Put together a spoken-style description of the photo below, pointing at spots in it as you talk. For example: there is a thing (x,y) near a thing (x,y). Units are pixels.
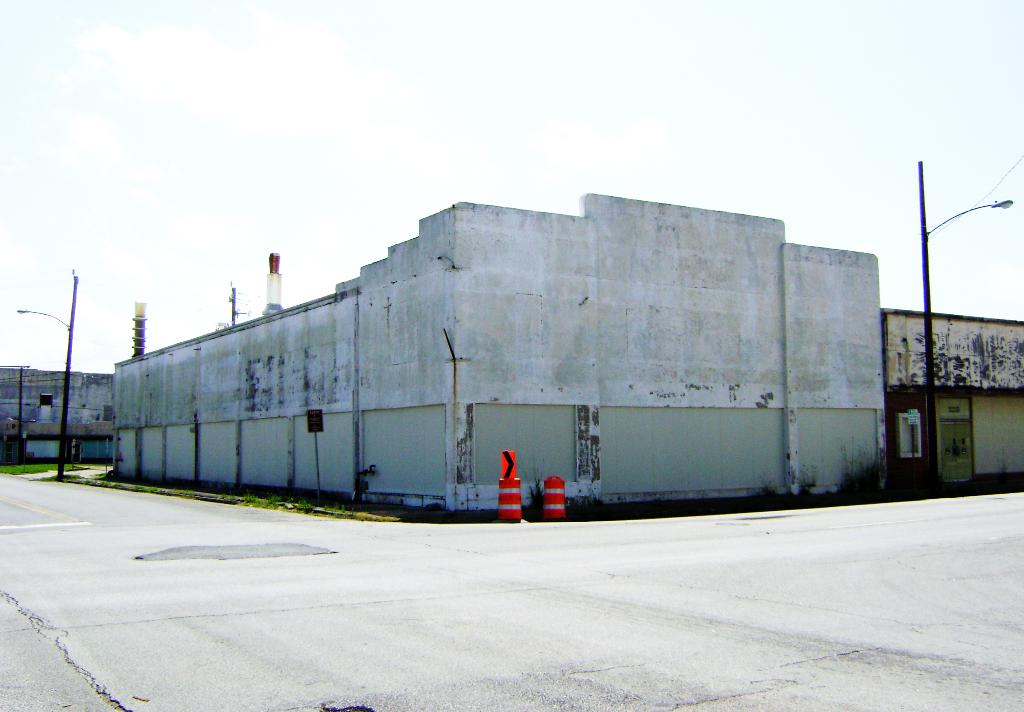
In this picture we can see the road (404,615), grass (318,507), poles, buildings (278,426), some objects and in the background (557,199) we can see the sky (380,182).
